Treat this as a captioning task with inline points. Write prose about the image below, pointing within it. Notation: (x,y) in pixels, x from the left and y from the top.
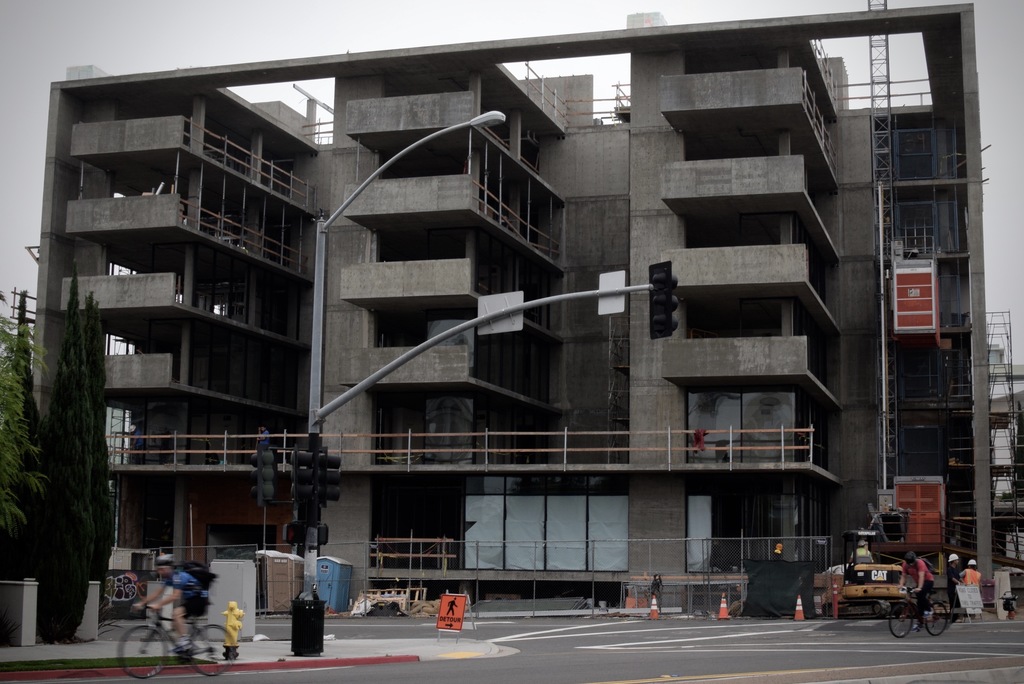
This picture consist of a building (929,200) in front of the building (934,183) I can see a road (575,640), on the road (273,681) I can see there are few persons (923,589) riding on bi-cycle (905,594) and I can see a traffic signal light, tree (2,365) and divider pole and sign board (464,615) visible on the road (537,633), at the top (325,41) I can see the sky (437,40).
